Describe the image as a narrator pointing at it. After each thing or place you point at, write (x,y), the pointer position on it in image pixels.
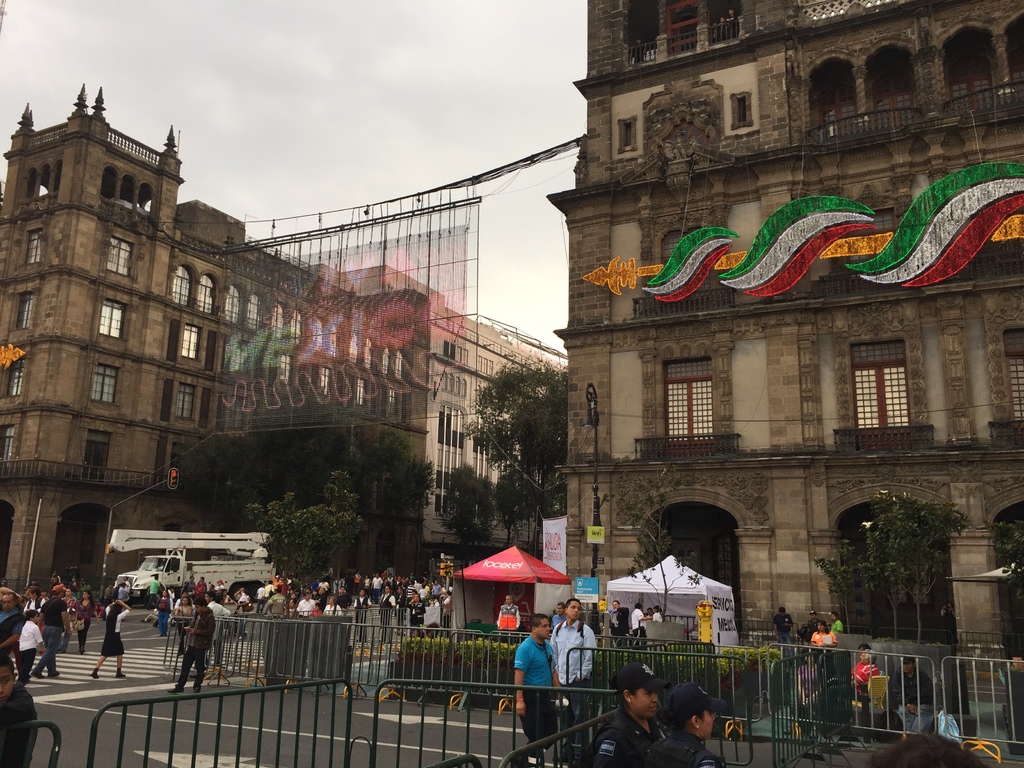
In this image we can see people (628,753), railings (501,690), plants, vehicle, tents (518,579), road (121,712), poles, trees (508,432), boards (589,578), and few objects (382,383). In the background (452,363) there are buildings (1021,436) and sky (387,45).
